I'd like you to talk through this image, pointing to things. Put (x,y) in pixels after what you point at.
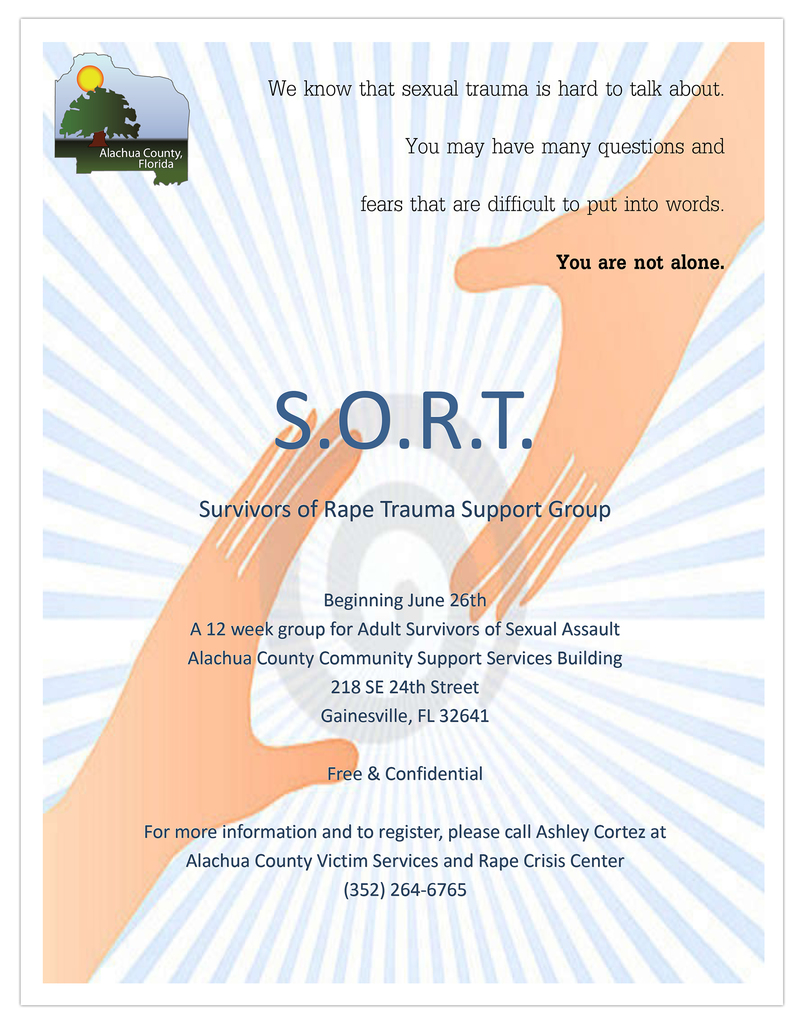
This is a poster (388,364) and we can see logo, watermark (437,560) and texts (513,514) written on it. We can also see picture of hands (199,709) of a person (246,605) on it.
